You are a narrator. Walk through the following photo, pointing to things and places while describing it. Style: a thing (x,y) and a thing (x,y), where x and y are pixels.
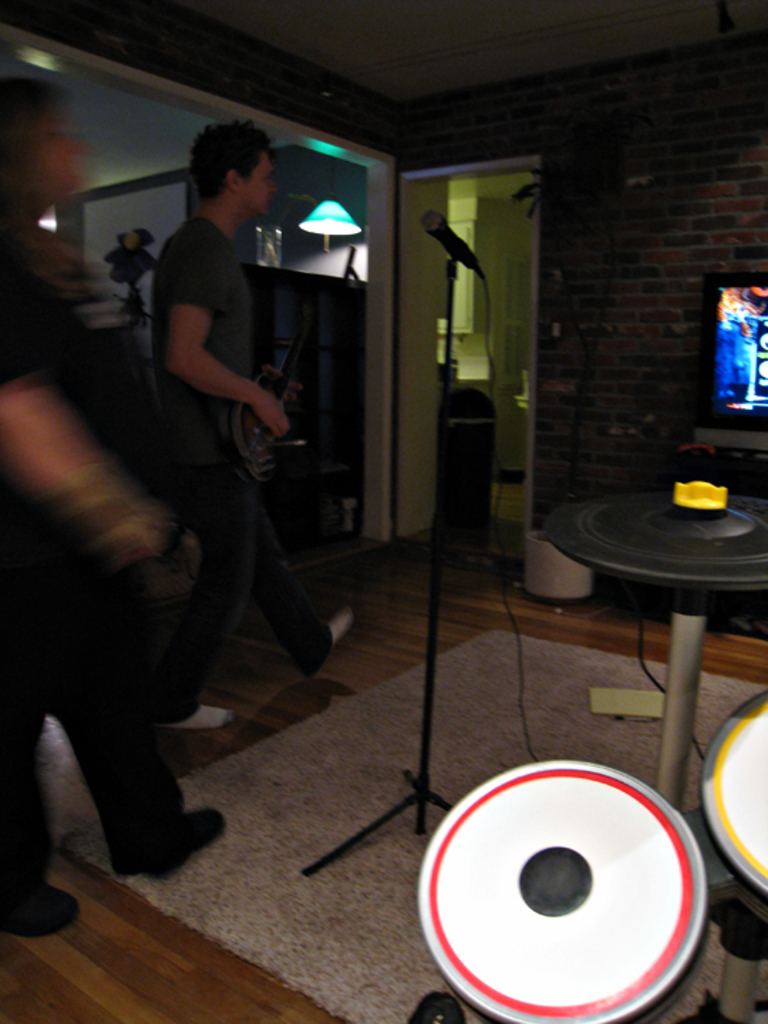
In the image we can see mic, persons (64,272), wall (682,167), door (495,239), television (724,303), musical instruments (685,600), table (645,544) and light (322,223).
